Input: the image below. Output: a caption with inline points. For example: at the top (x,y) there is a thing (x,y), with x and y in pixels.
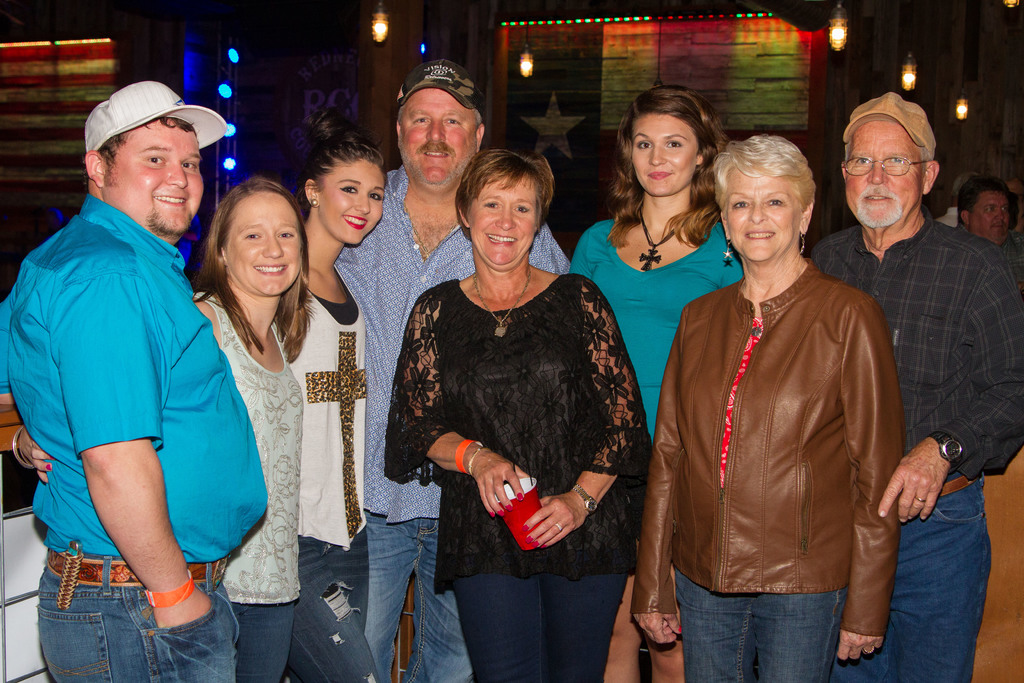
In this image I can see a group of people (545,386) standing. At the top (382,21) I can see the lights (523,68).
